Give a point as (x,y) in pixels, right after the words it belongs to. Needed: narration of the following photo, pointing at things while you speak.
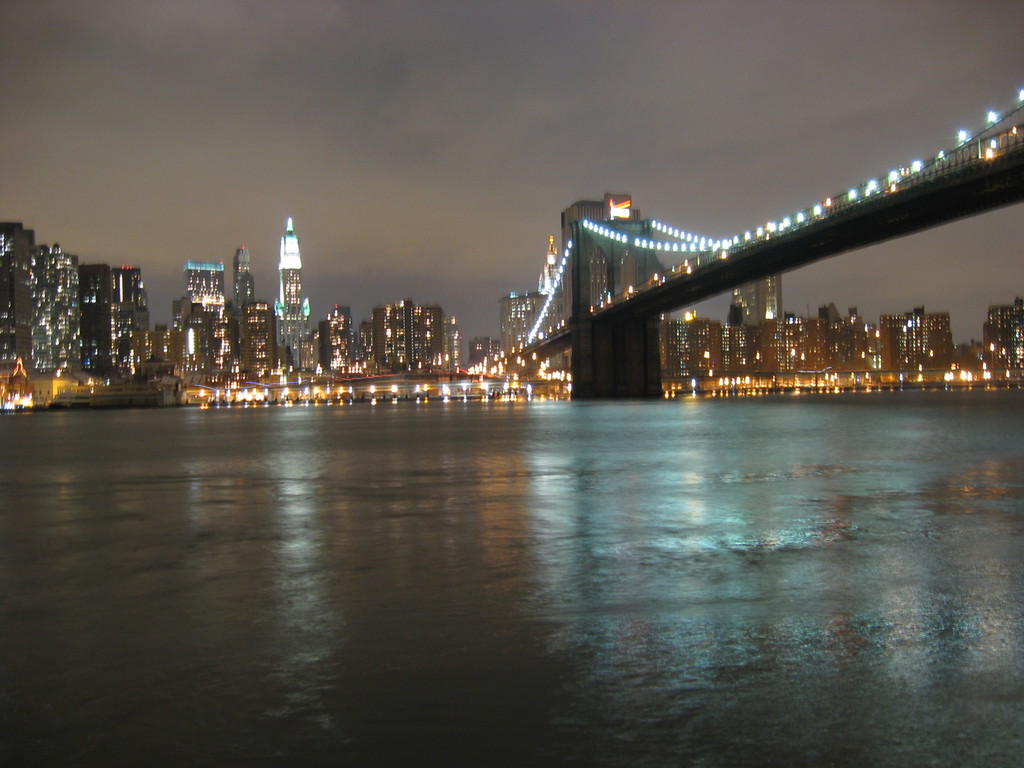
In the image there is a bridge (571,324) on the right side (811,249) with a lake (547,454) below it and in the back (297,357) there are buildings (219,361) all over the place with lights (734,381) and above its sky (475,122) with clouds (359,99).
